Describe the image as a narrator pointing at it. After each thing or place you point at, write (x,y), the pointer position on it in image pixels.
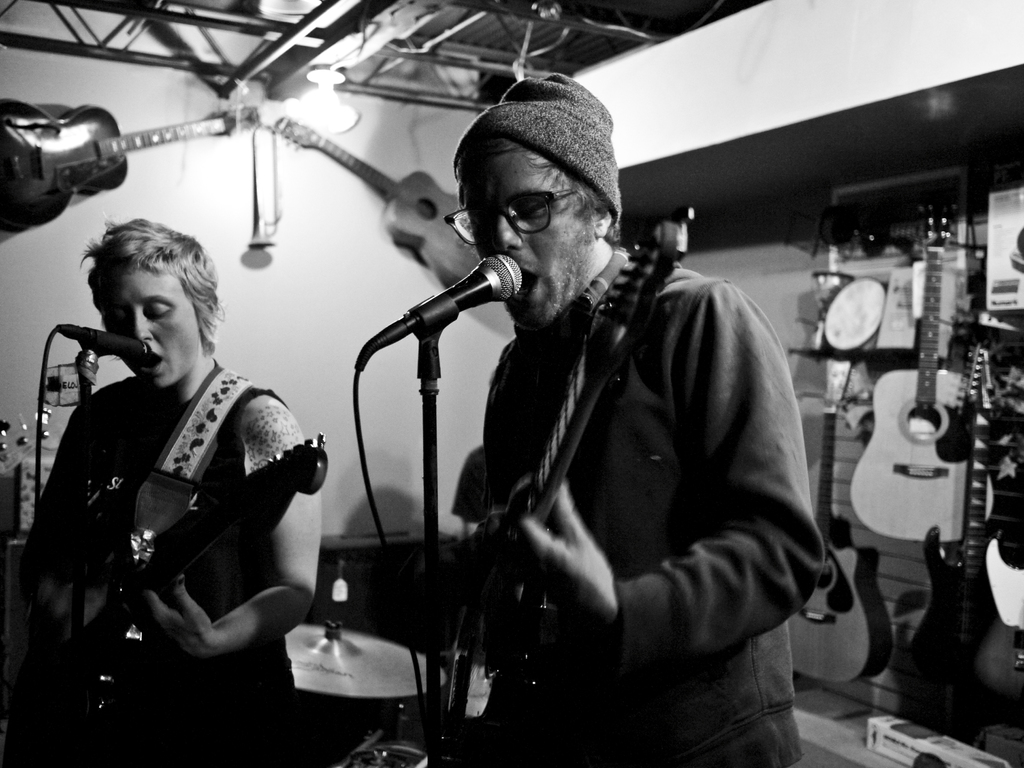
In this image we can see two persons (125,442) holding a guitar (561,475) in their hands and playing it. They are also singing through the mics (102,344). In the background of the image (901,526) we can see many guitars (113,148).
